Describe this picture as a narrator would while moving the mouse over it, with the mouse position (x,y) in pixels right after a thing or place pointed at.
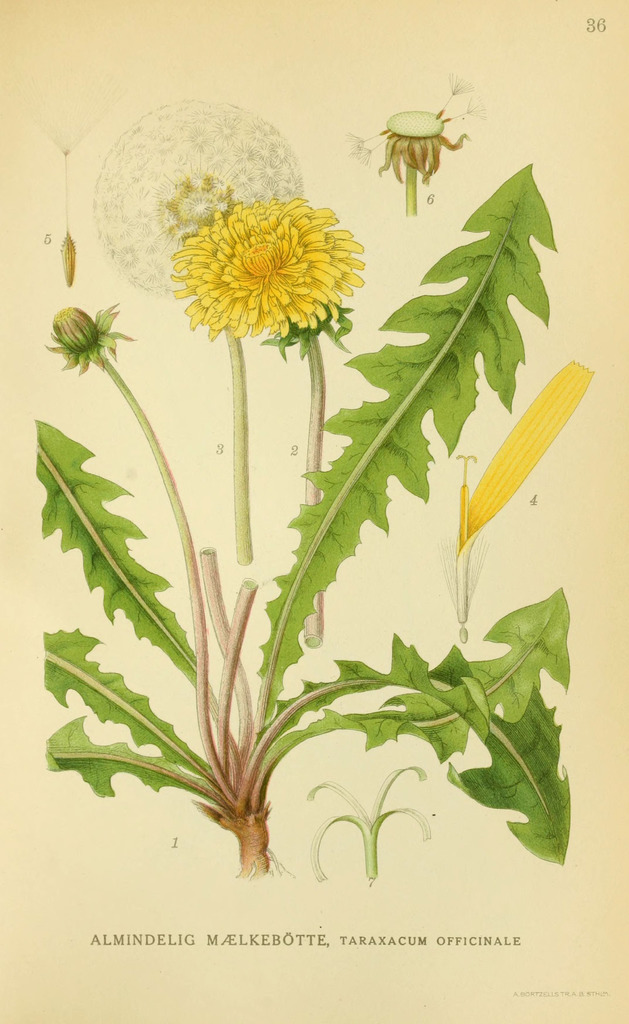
In this image we can see a poster (210,397), there is a plant (74,481), there is an yellow flower (327,333), there is a bud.
